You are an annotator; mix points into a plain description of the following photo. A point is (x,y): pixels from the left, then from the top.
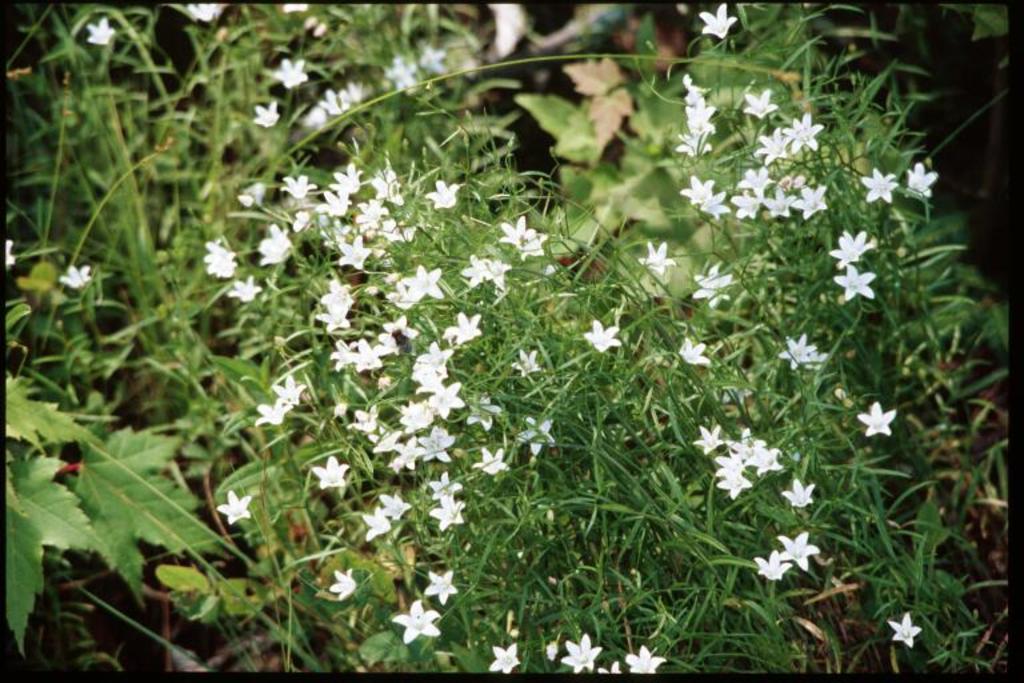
In this image in the foreground (229,457) there are some plants (509,482) and flowers (750,208), and in the background (591,88) there are leaves (558,113).
